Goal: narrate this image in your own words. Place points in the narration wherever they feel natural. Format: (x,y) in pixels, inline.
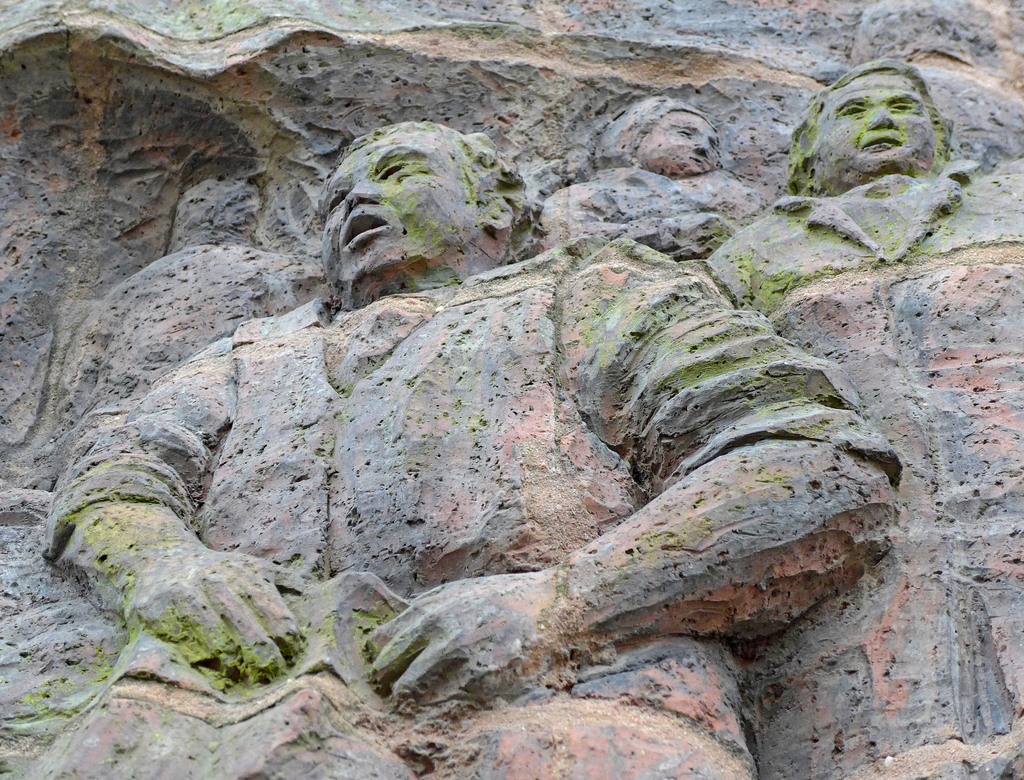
In this image we can see the stone sculptures (450,563).
